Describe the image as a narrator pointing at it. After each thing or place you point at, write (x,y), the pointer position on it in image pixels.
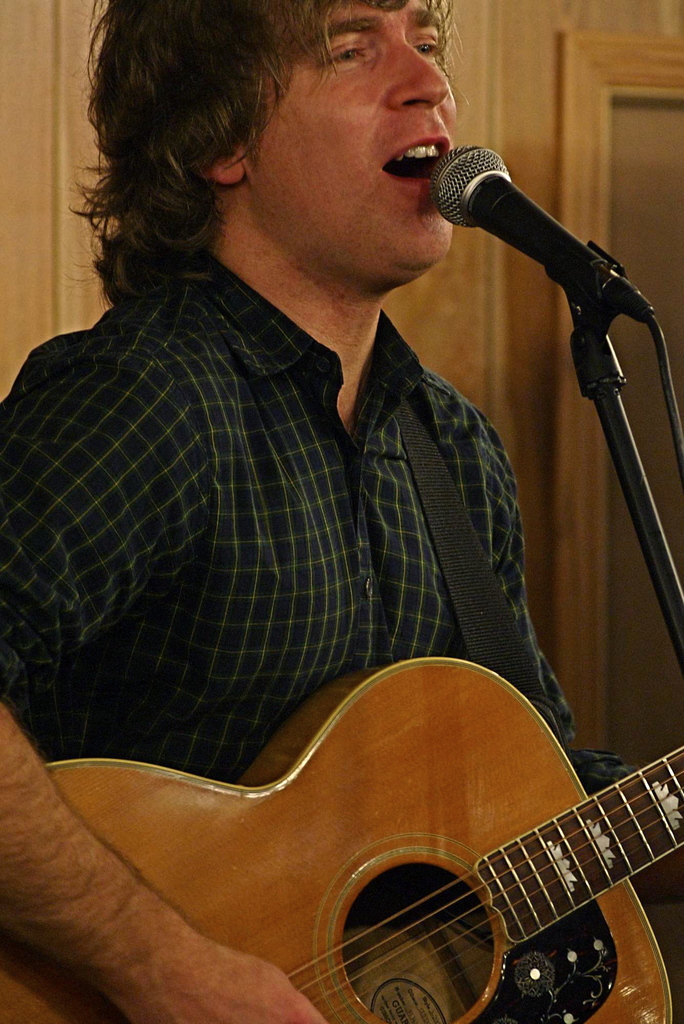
This is a picture of a man (195,715) holding a guitar (360,768) and singing a song in front of the man (415,153) there is a microphone (558,234) with stand (615,463). Background of the man (245,464) is a wooden wall (556,112).
